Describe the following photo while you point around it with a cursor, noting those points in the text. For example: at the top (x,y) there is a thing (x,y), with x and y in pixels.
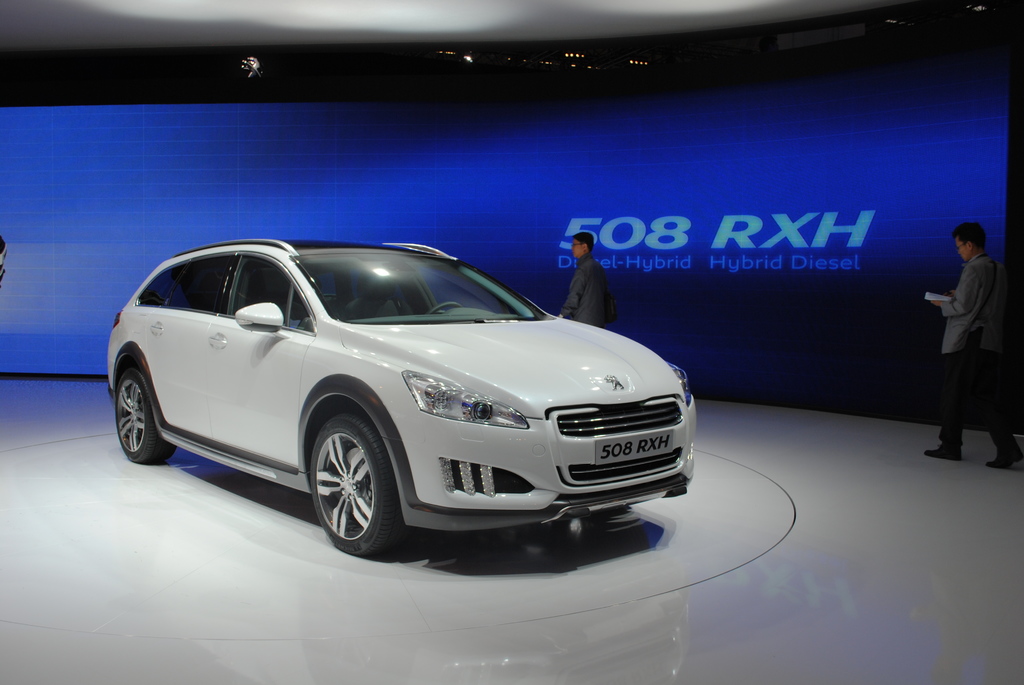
In the image there is a white car (349,388) on the floor (200,463) with two persons (979,329) walking on the right side of it, behind it there is a banner (265,166) with some text (793,225) on it.
